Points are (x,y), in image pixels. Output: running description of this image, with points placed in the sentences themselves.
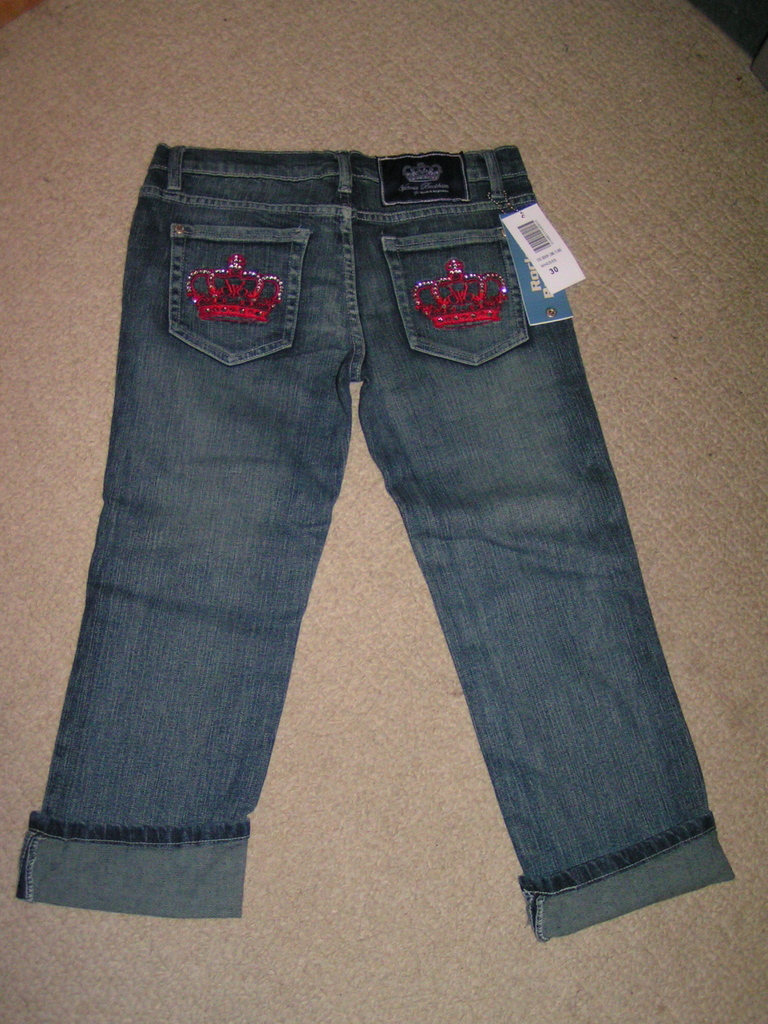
In this image I can see a jeans (326,536) and on the right side of the image (541,228) I can see two paper tags (550,276). I can also see something is written on these tags (541,295).
